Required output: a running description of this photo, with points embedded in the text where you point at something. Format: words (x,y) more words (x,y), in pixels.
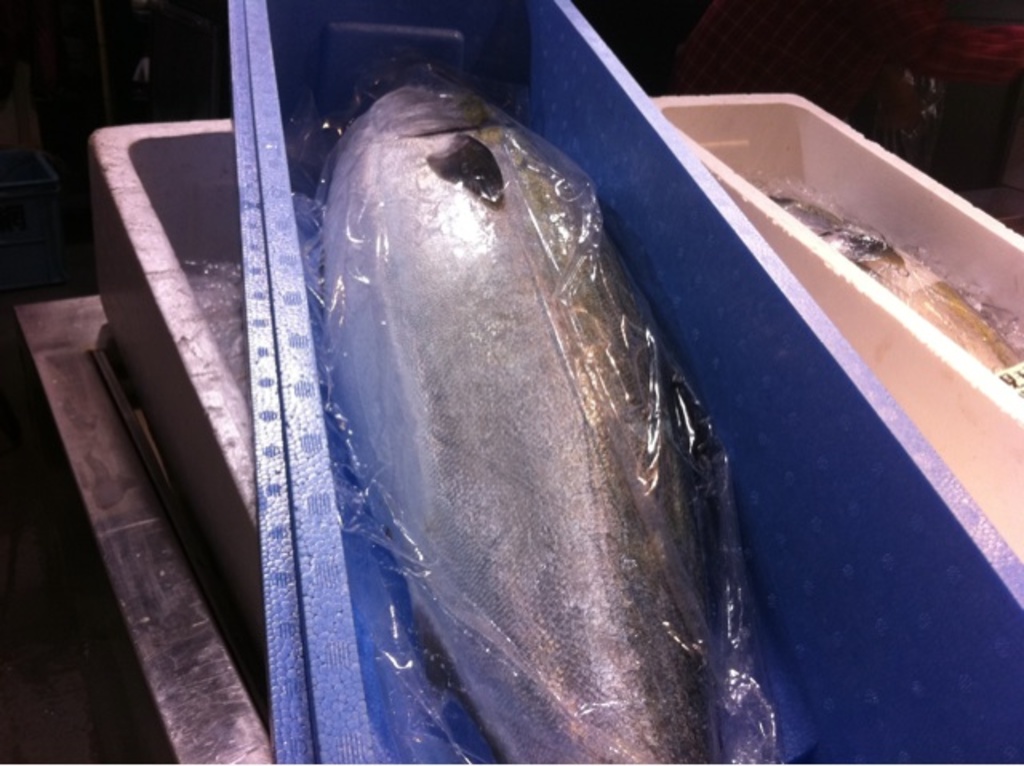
This image consists of fishes (544,429) in the boxes (838,499). They are packed with a plastic cover (622,484). The boxes (906,600) are made up of thermocol (818,564).
